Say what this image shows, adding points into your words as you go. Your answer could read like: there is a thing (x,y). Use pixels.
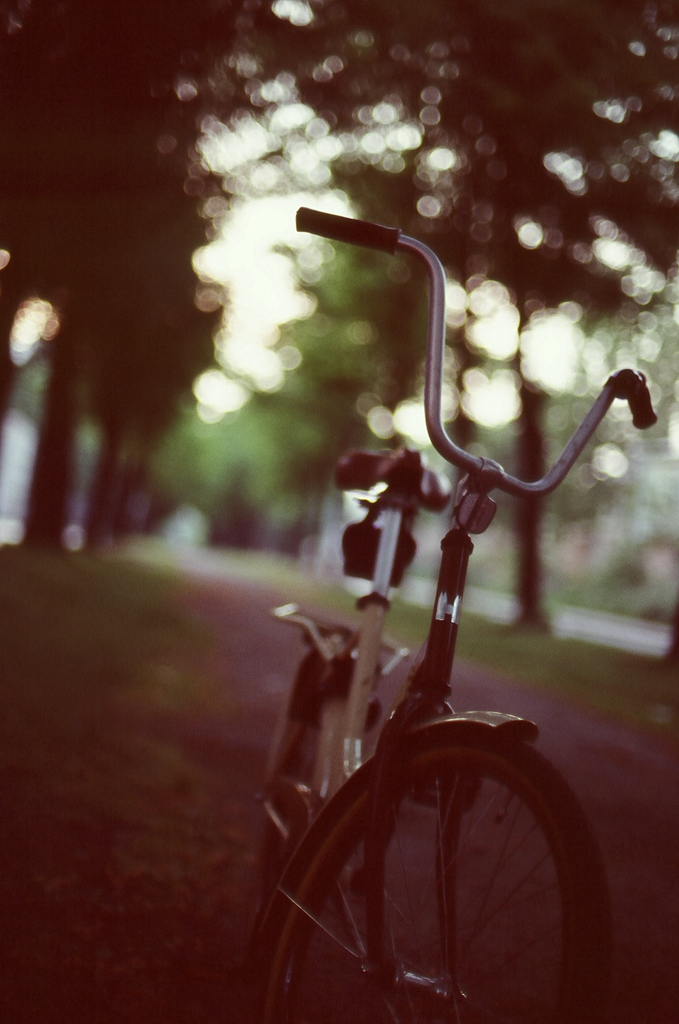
In this image there is a bicycle (420,768) truncated towards the bottom of the image (320,987), there is the road (407,662), there are trees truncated towards the right of the image (599,139), there are trees (63,237) truncated towards the left of the image (90,263), the background of the image (248,190) is blurred.
